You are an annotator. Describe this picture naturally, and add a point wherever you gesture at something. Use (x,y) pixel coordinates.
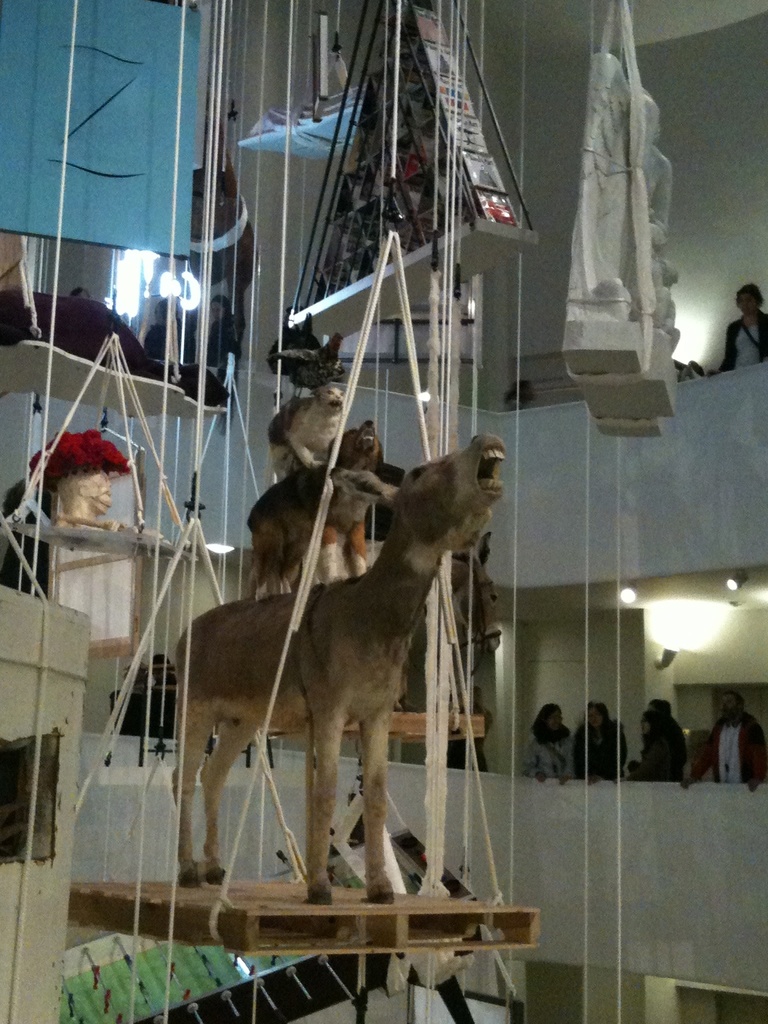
In this image I can see few sculptures (333,527), a red colour thing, few other stuffs (353,195) and number of ropes (424,423) in the front (211,664). In the background (183,309) I can see few lights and on the right side of this image (767,761) I can see few people (756,769) on standing.
